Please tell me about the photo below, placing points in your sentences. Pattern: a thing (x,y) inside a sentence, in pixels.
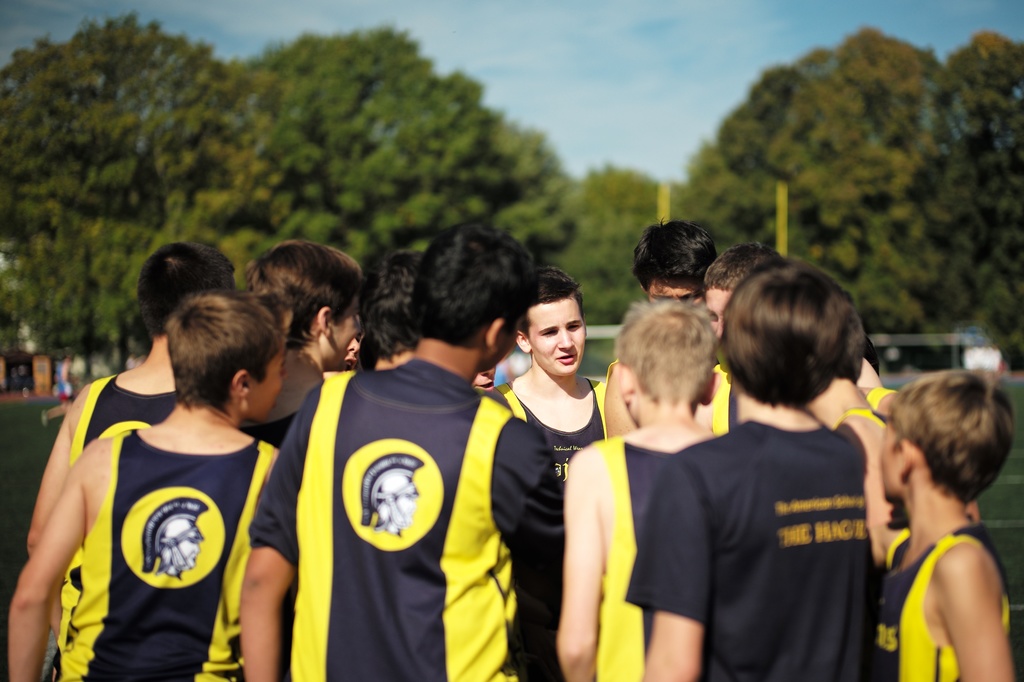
In this picture few people (523,436) are standing and I can see trees (87,87) and a blue cloudy sky (570,60).
